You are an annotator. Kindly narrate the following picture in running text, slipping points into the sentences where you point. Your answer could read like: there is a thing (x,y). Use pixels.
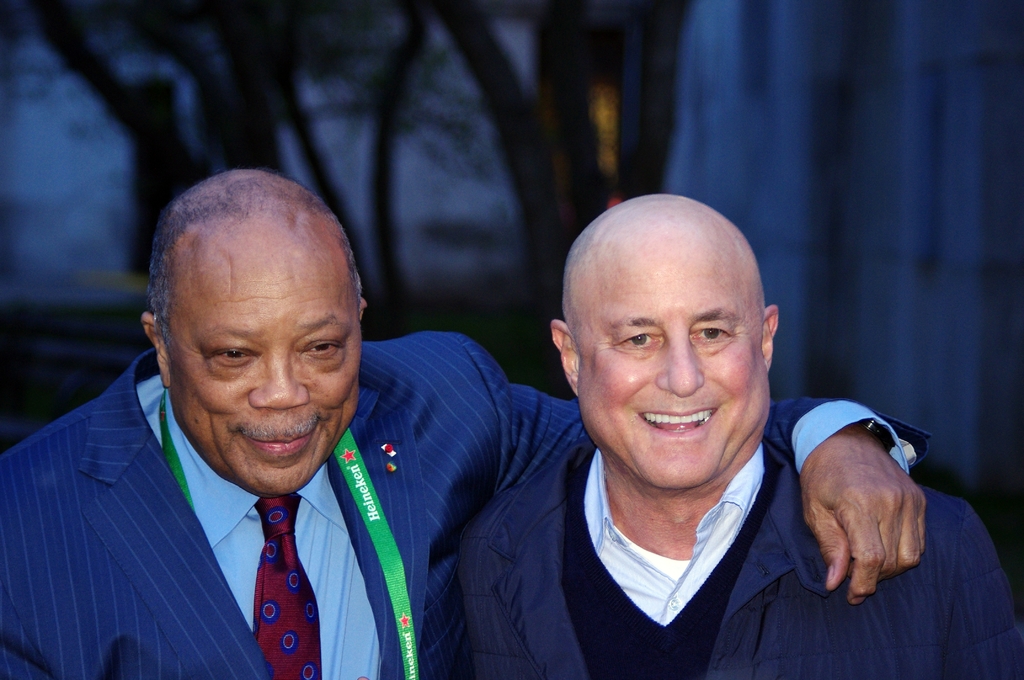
In this image we can see there are two persons (446,449) standing and there is the blur background (594,171).
